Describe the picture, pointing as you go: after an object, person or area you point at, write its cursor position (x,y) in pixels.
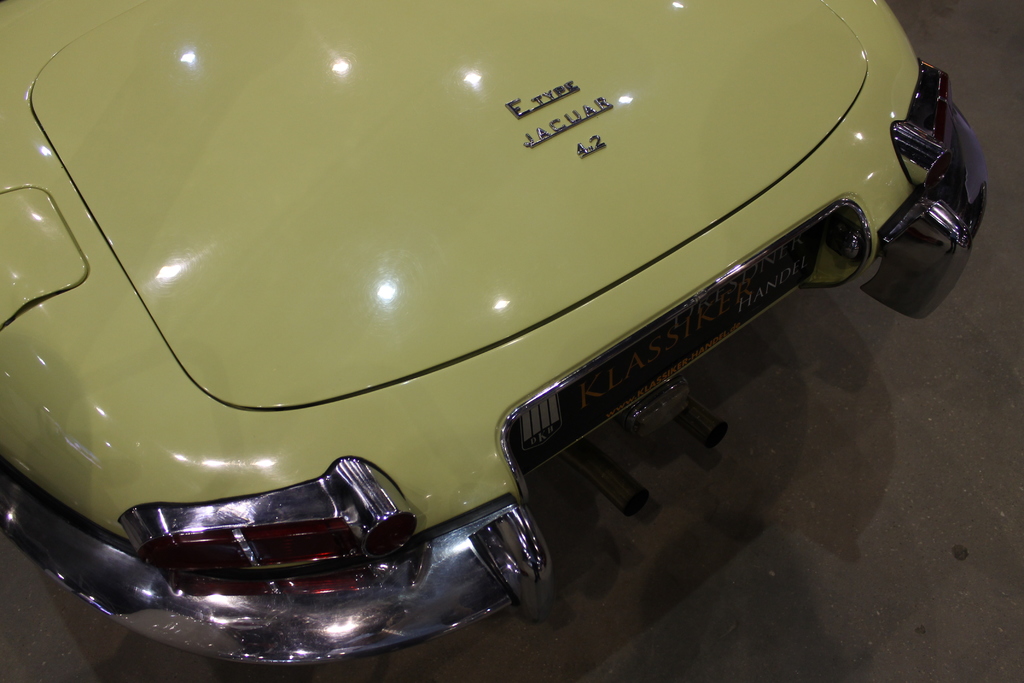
In this image I can see the rear part (547,294) of a vehicle (423,285) with some text (641,375) written on it.
